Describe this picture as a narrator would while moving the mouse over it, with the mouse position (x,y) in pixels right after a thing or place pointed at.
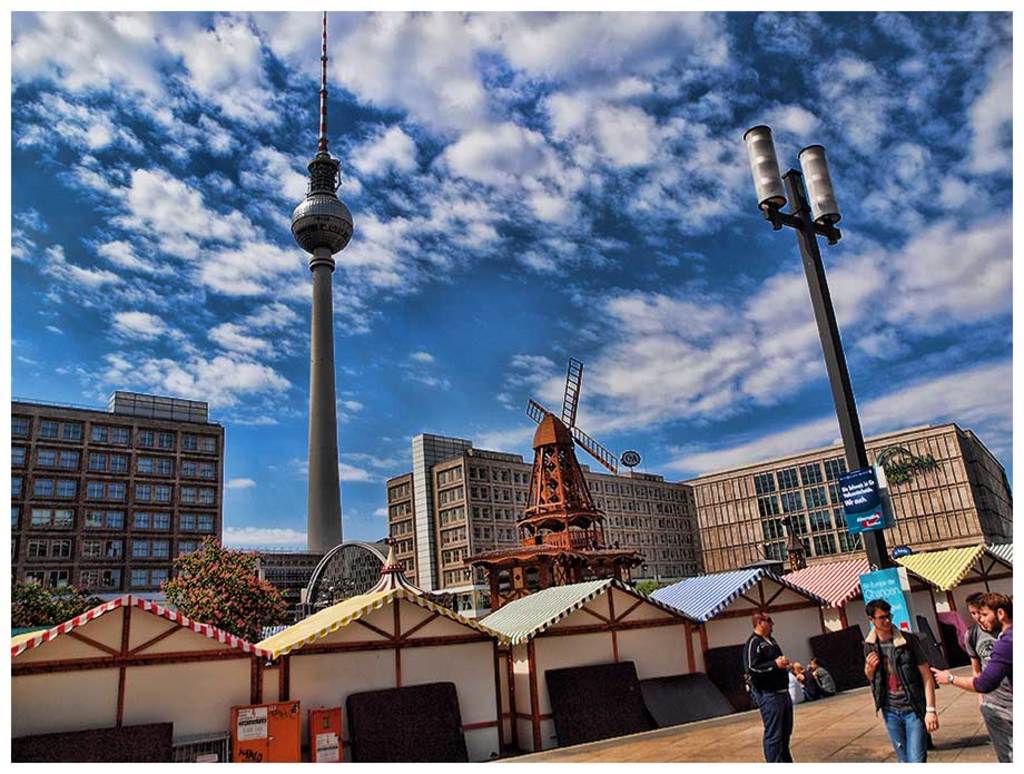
In this image I can see on the right side (1003,602) few people (988,597) are there. In the middle (483,494) there are buildings (605,479) and it looks like a windmill house (564,485), at the top (568,108) it is the sky (605,135).
